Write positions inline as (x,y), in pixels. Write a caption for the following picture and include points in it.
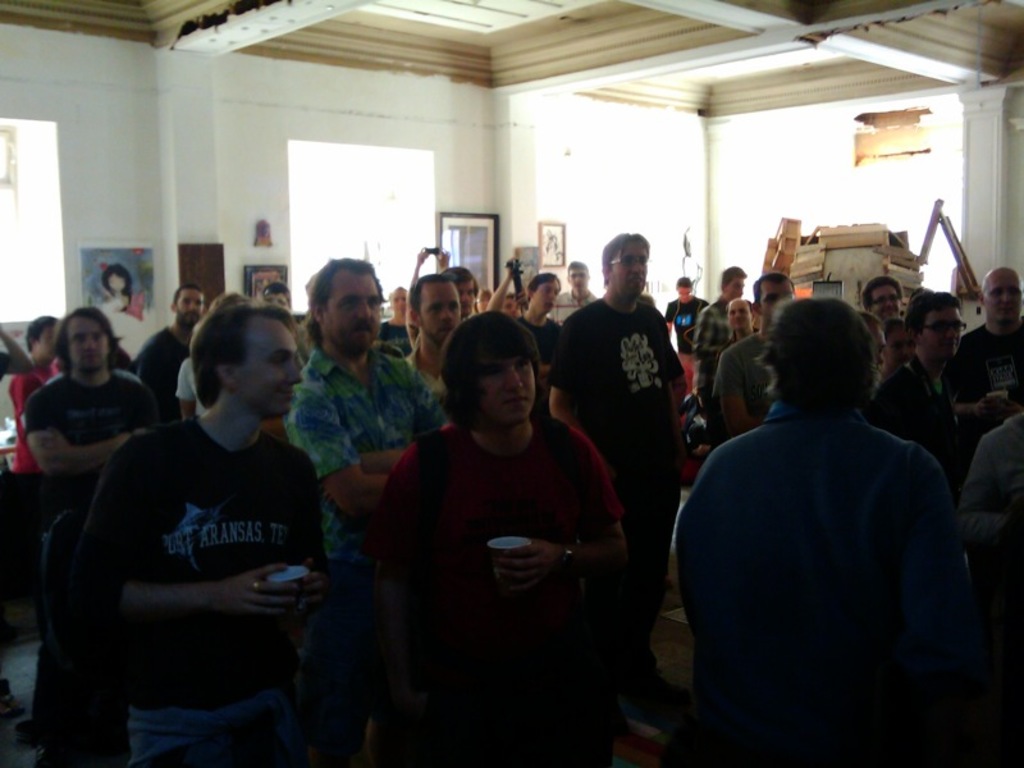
In this picture we can see a group of people (774,640) standing on the floor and in the background (177,156) we can see wall (436,117) with frames (111,287) and some objects (802,253).
